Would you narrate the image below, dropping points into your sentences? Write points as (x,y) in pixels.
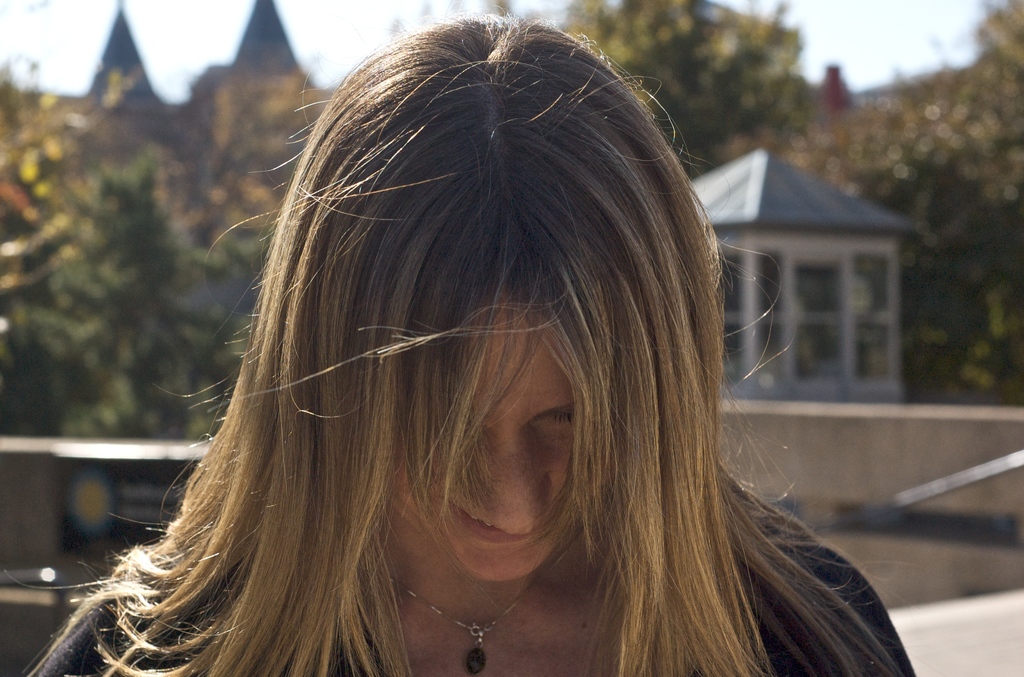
In this picture I can see there is a woman (356,91) standing and smiling and in the backdrop (85,334) I can see there is a building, trees (106,343) and a wall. The sky (339,42) is clear.
